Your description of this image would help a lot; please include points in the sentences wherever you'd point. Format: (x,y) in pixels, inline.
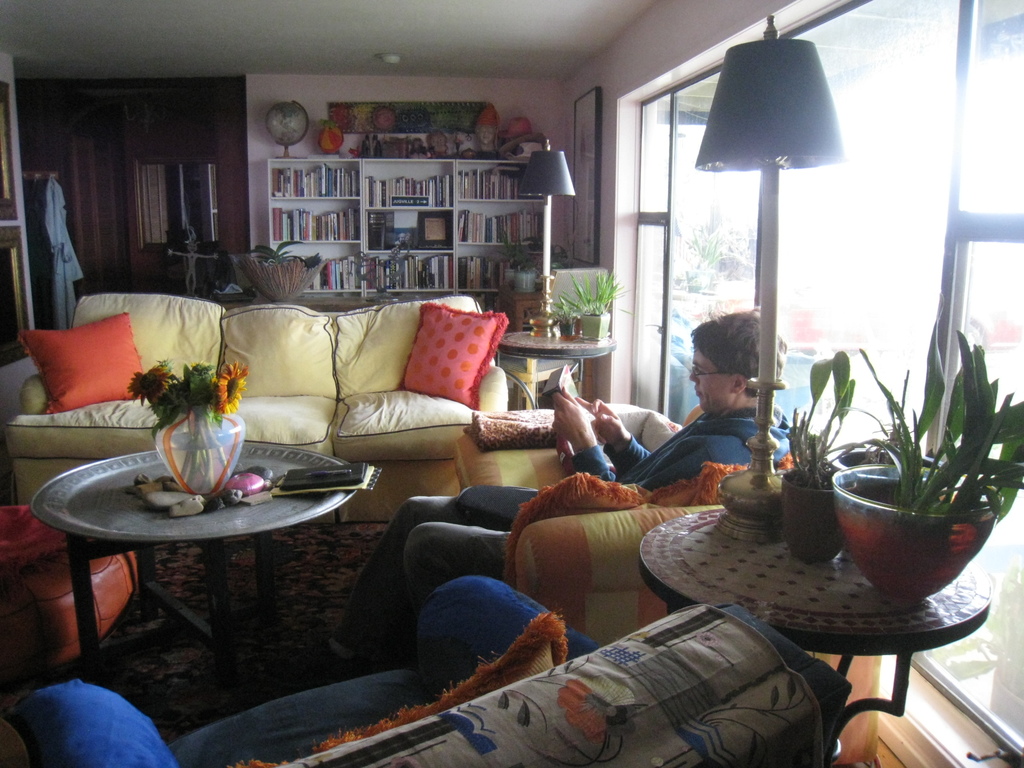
The image is inside the room (259,353). In the image there is a man (612,441) who is sitting on couch (606,486) and holding something. On right side of the image (893,532) there is a table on table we can see a lamp (748,110), plants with flower pot (910,532) and on left of the image (318,441) we can see there is a couch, clothes (36,250), mirror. In middle of the image (360,391) we can see a shelf (350,243) on shelf (398,163) there are some books (408,194), globe (286,112), couch (333,385) on couch (366,355) there are two pillows (464,343) and a table (268,463) and on table (242,468) we can see a flower pot (224,432) with some flowers (226,392), frames (437,221) and a wall (498,89) which is in pink color.
